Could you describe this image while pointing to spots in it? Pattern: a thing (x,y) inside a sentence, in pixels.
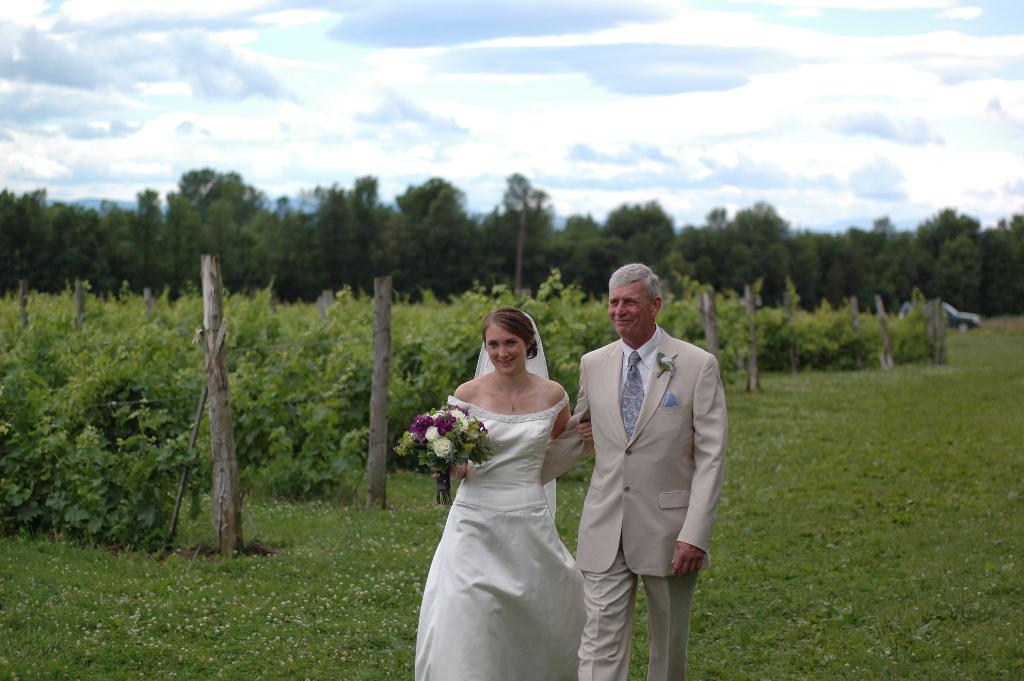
There is a woman (493,342) in a white color dress (514,569), holding a flower bouquet (446,490) with one hand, smiling, holding the hand (591,441) of the person (626,313) who is wearing suit (669,480) with the other hand (580,433) and walking on the ground (720,627). In the background (341,425), there are wooden poles (203,406), plants (280,413), a vehicle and trees (902,301) on the ground (987,318) and there are clouds (329,83) in the sky (133,98).
